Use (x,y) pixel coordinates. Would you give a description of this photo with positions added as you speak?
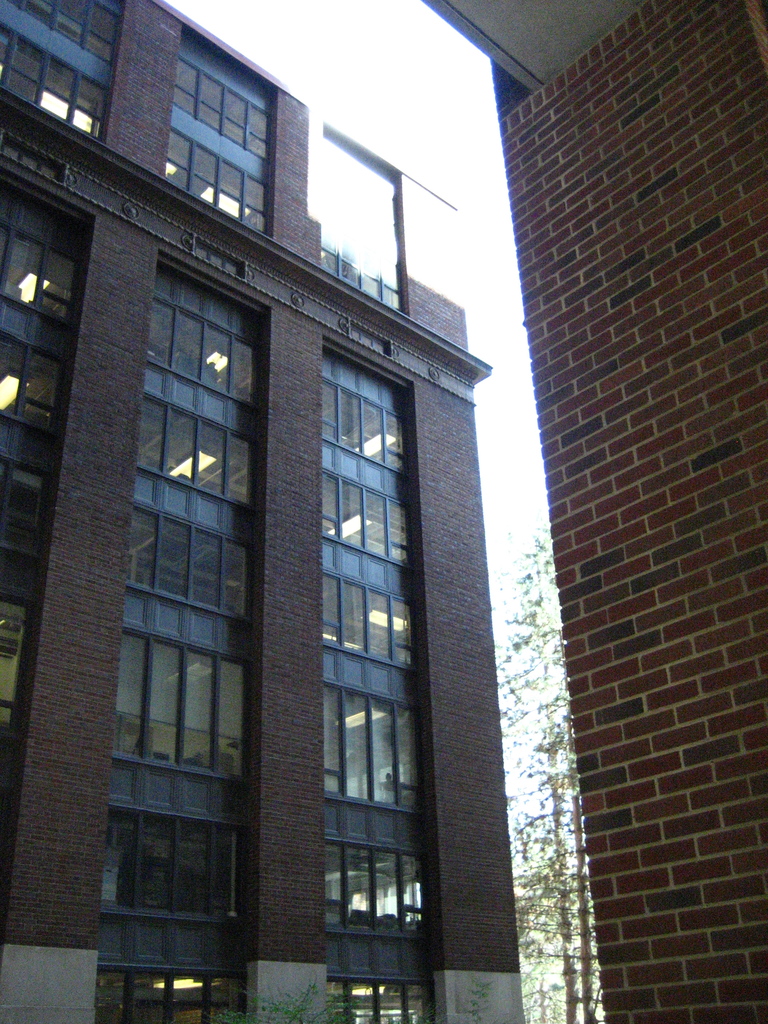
In this image we can see buildings (208,520), electric lights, plants (546,545) and sky (380,150).
